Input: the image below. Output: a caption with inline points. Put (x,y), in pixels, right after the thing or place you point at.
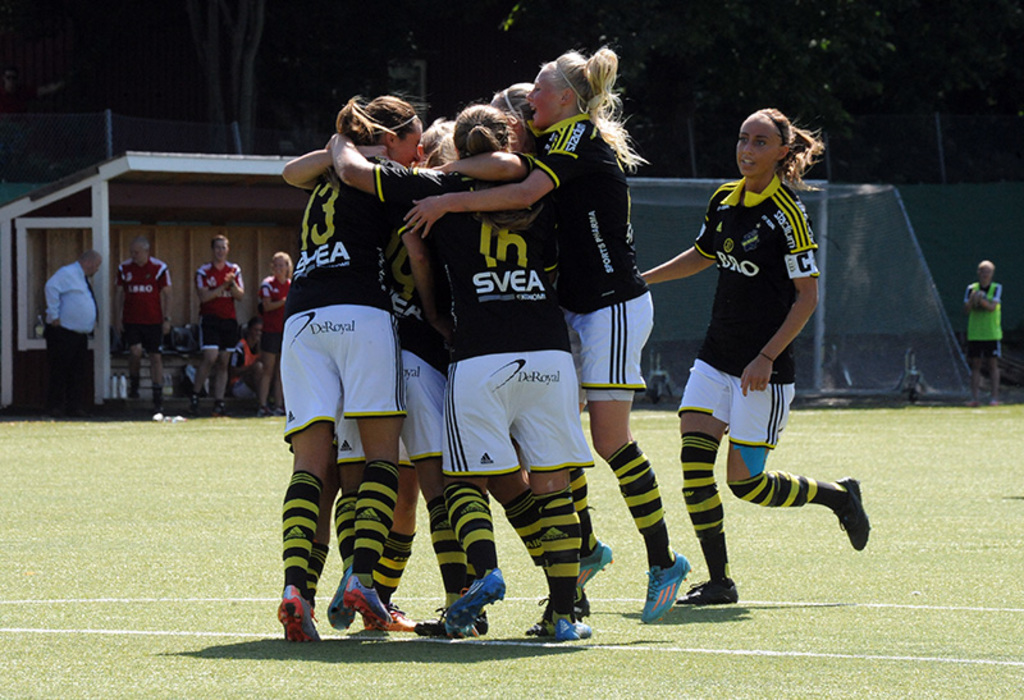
In this image, there are a few people (473,540). We can see the ground (216,574) covered with grass (827,642). We can see some net (915,339) and the shed (113,189). We can see the fence (709,140) and some trees (668,88).
